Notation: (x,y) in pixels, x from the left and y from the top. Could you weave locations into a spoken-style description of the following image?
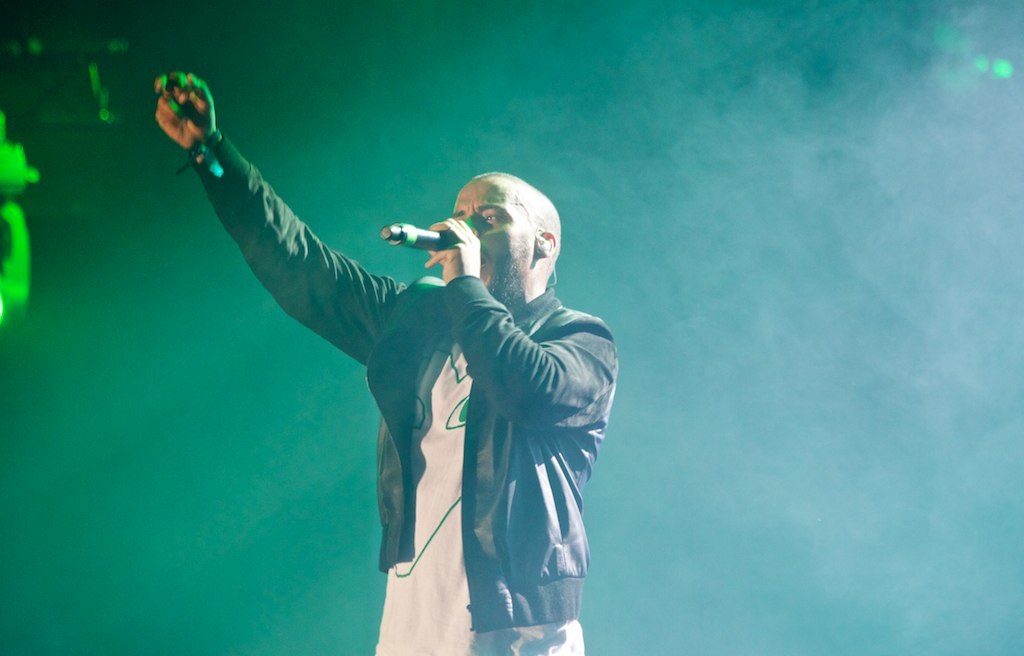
In this image I can see a person (440,427) wearing white colored dress (427,554) and black colored jacket (518,519) is standing and holding a microphone (436,244) in his hand (446,253). In the background (6,181) I can see the green colored light (6,181) and the dark background (358,14).
